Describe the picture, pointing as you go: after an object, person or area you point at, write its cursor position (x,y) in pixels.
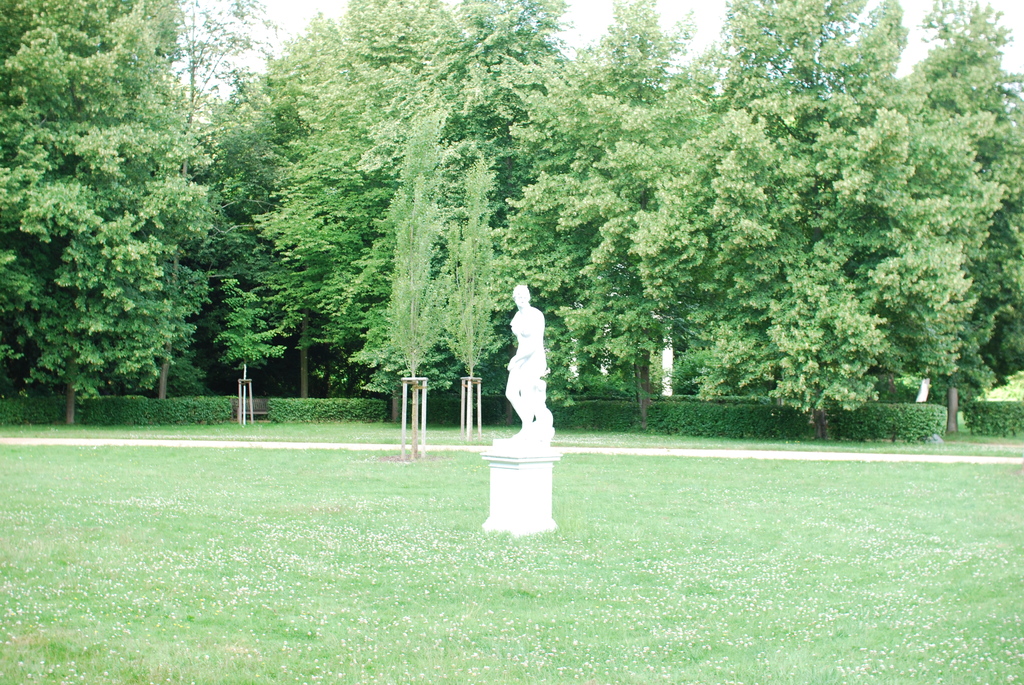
In this image I can see trees (570,378) and I can see a white color statue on the ground (487,548) and bushes (894,418) visible in front of the tree (954,409).
